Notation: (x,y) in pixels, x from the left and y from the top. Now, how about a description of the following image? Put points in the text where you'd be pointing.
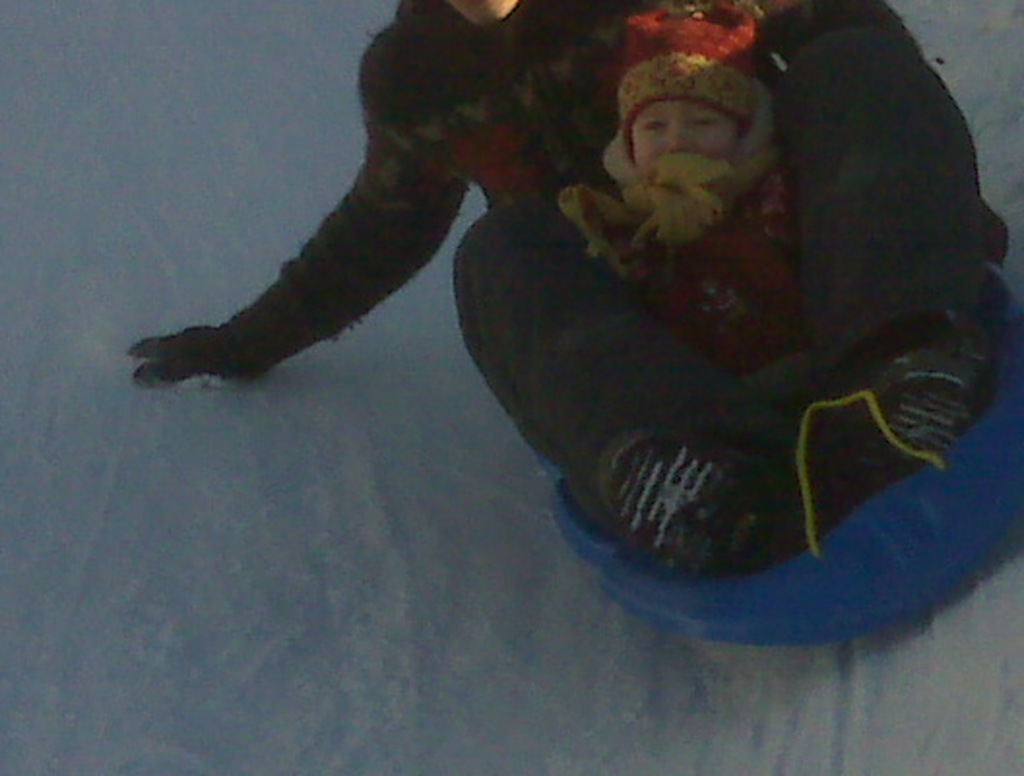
In the image there is a person (850,207) with a baby (704,251) sliding on snow (172,215). they both wore woolen clothes (633,191).
